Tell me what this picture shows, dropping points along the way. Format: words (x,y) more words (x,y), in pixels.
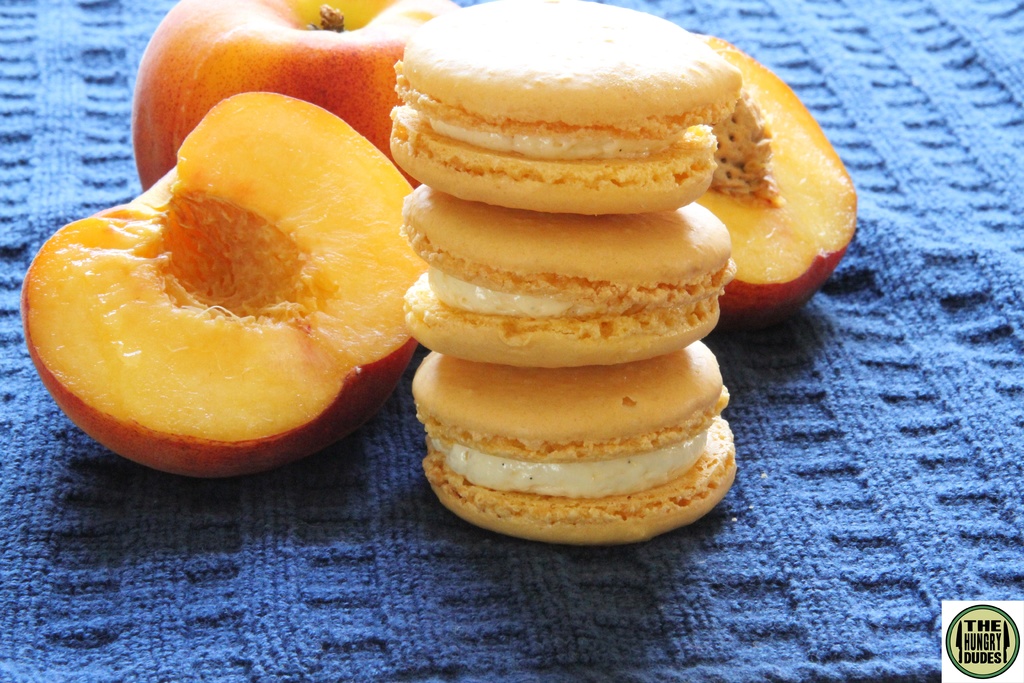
In the middle (370,266) these are the food items (577,365) and these are the peaches (190,197).
